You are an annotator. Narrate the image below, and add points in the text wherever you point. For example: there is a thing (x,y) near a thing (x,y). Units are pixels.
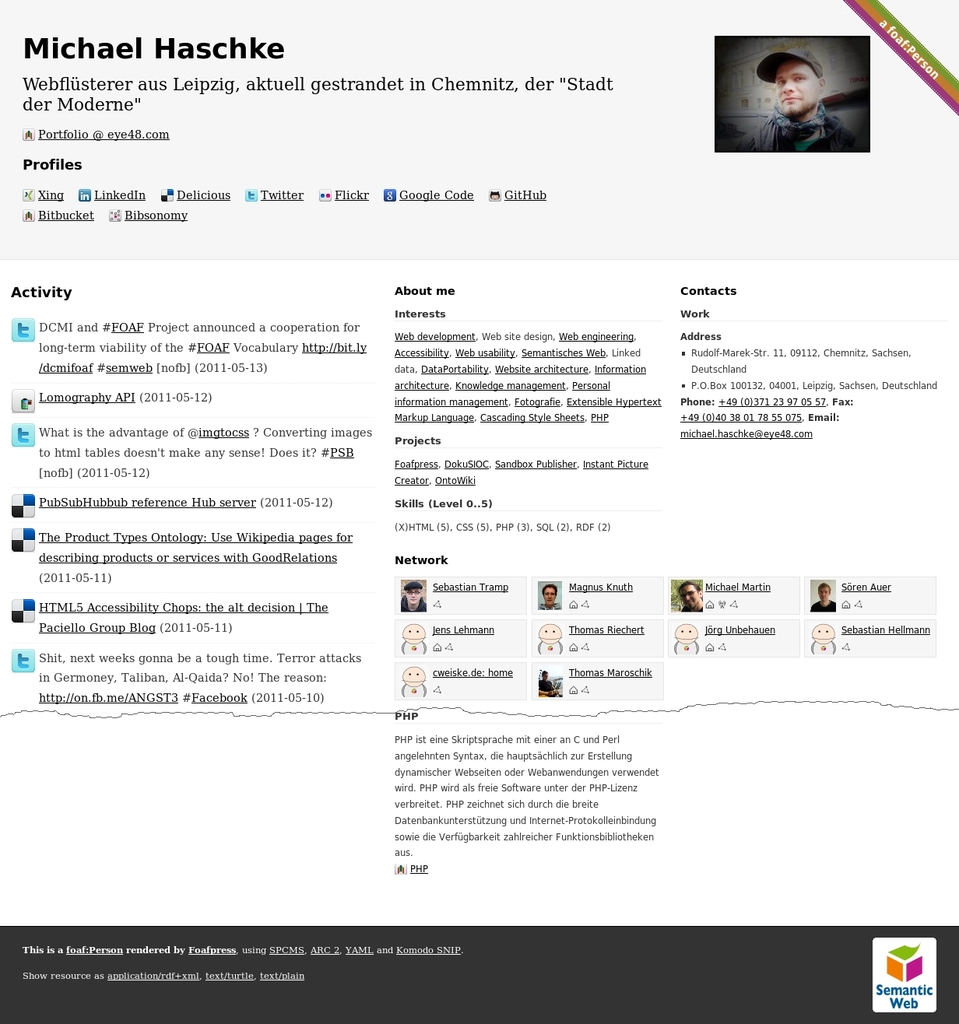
In this picture we can observe a web page (174,792) which is in white color. We can observe a person photo (783,96) on the right side (791,112). We can observe black color words (136,498) on this page (352,445). We can observe a logo (896,986) on the right side (887,965) bottom corner. The background (232,834) is in white color.
